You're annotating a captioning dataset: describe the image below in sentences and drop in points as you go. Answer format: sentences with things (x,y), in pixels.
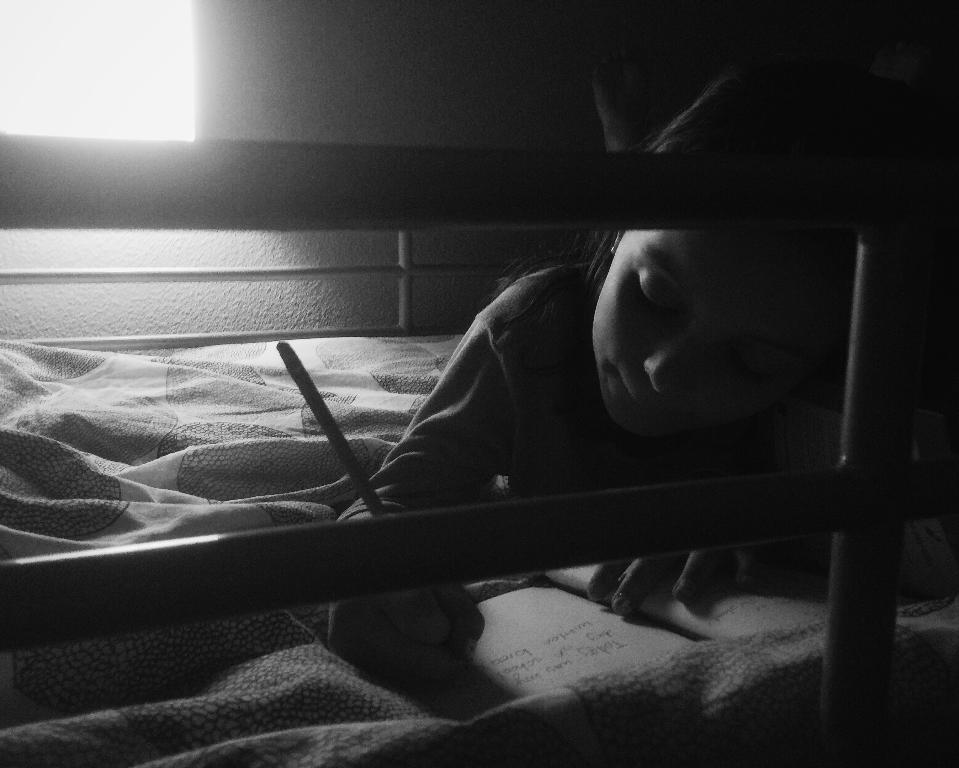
This person (555,269) laying on bed (588,538) and holding book (560,605) and writing with pen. On the background (395,84) we can see wall (339,91), light (129,84).
